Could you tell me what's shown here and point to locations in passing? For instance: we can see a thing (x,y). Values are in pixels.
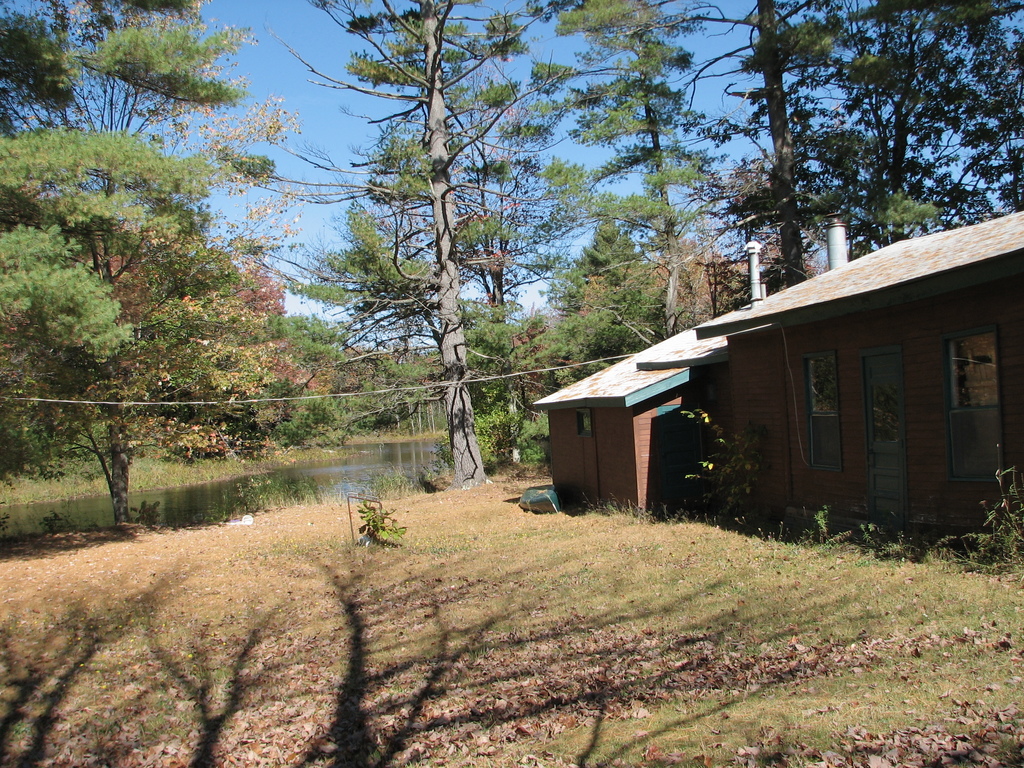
In this picture there are houses (653,382) on the right side of the image (895,420) and there is a pond (226,500) on the left side of the image (234,485), there are trees (797,150) in the background area of the image (535,289), there is grassland (705,629) at the bottom side of the image (8,551).
